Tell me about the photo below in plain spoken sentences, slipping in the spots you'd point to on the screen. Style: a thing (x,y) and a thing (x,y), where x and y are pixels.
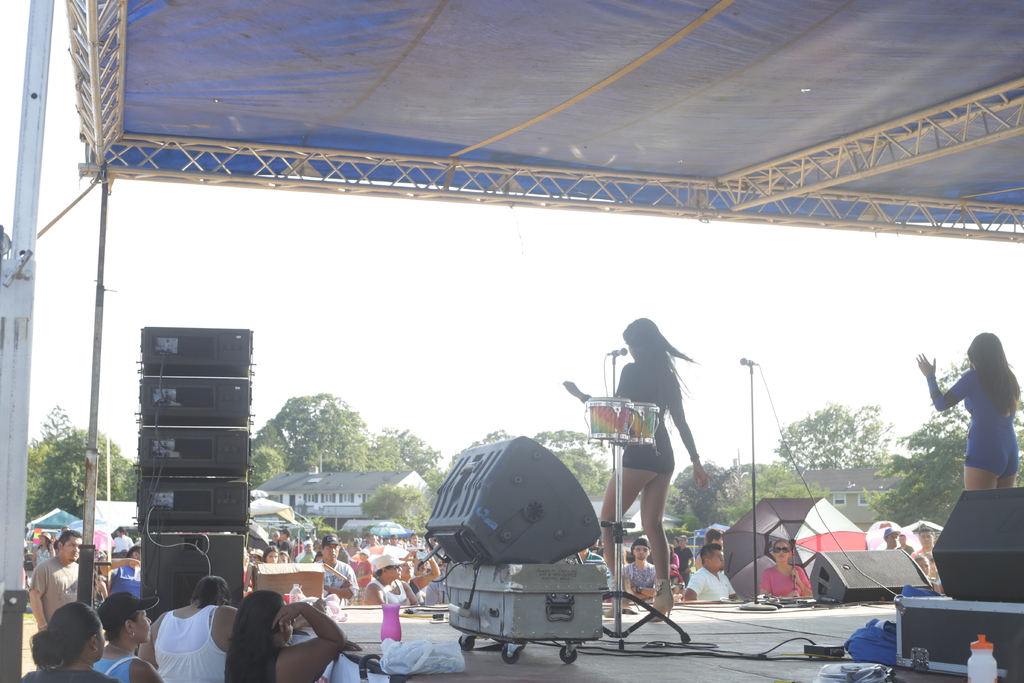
In this image, there are two girls (653,515) dancing on the stage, there are some microphones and there are some music drums (604,418), there are some speakers (202,429), at the background (721,596) there are some people (328,547) standing and they are watching the girls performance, there are some green color trees (338,418), at the top (305,225) there is a sky (368,340).
